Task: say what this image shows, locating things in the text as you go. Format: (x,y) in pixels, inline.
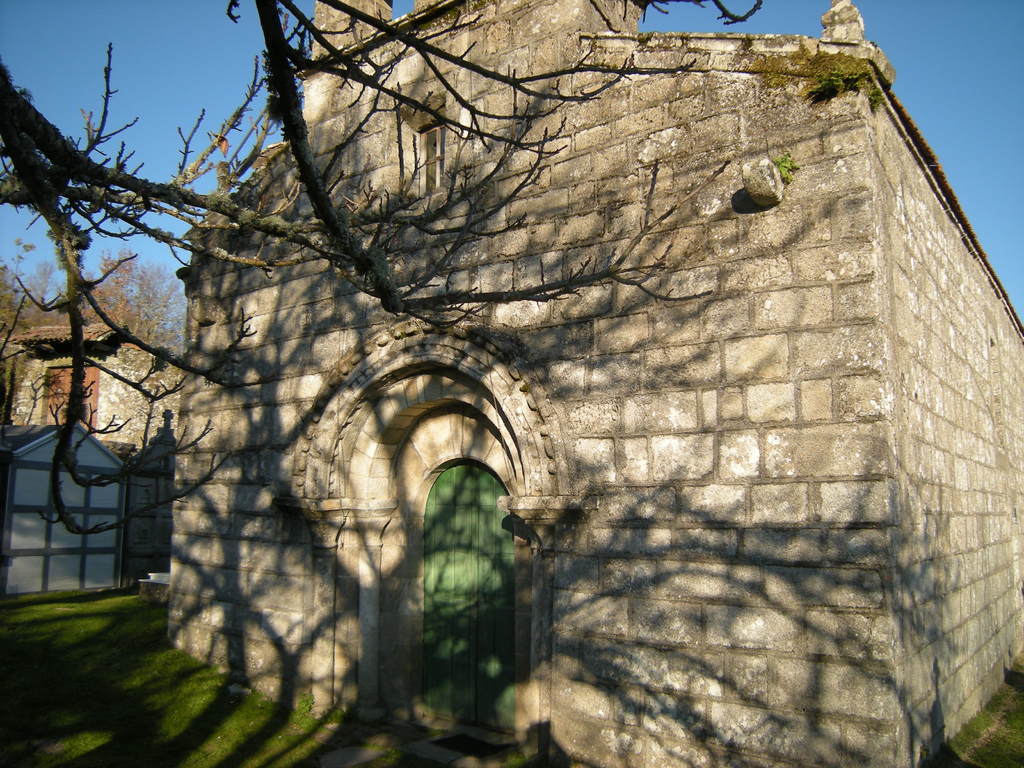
This picture might be taken from outside of the building (711,603) and it is sunny. In this image, in the middle (615,373), we can see a building (567,507) and a door (477,672) which is closed. On the left side (110,554), we can see a gate (112,501), tree (63,211) without leaves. At the top (168,69), we can see a sky (172,82), at the bottom (176,667), we can see a grass (149,675).
